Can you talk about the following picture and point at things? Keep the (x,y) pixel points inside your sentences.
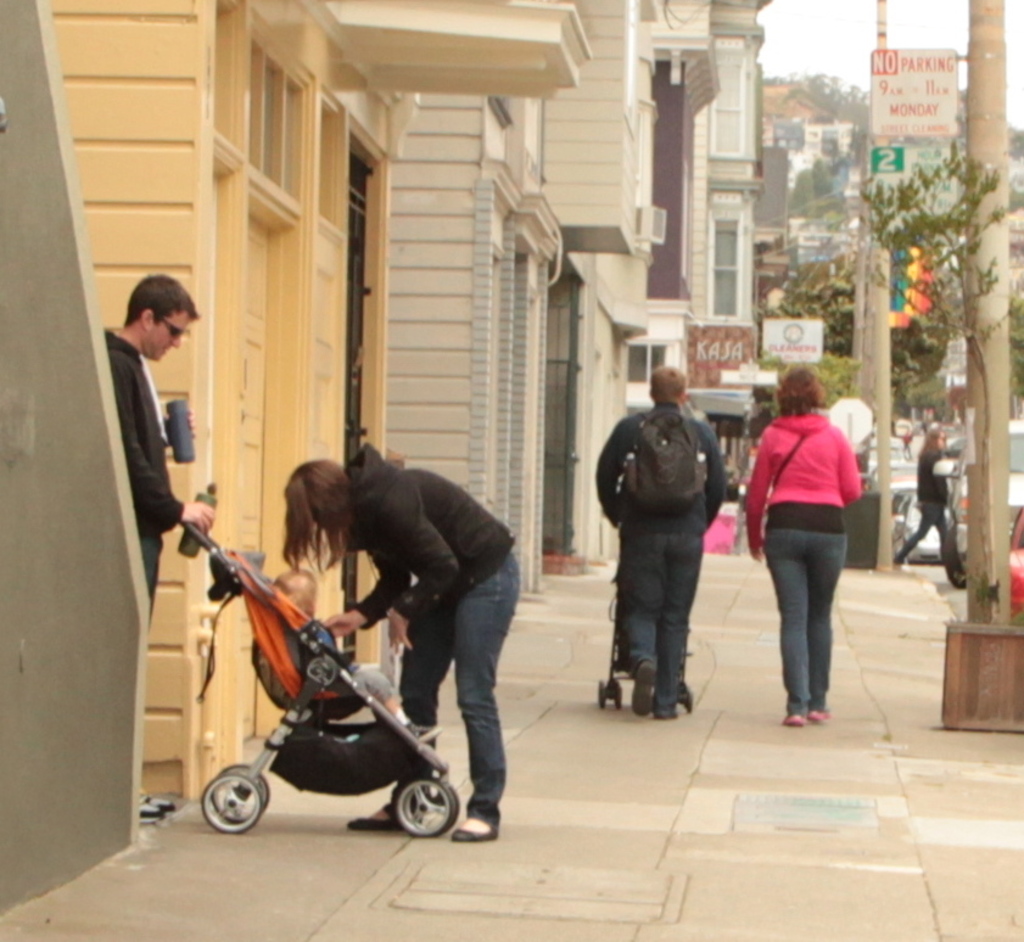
In this image there is a person (137,424) holding two bottles (176,427) visible in front of the wall (50,311), there is a person (354,485) visible in front of the building (274,537) and there is a baby (370,679) sitting on baby chair (243,570), one person (638,424) wearing a bag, baby chair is visible, on the right side (941,438) there are some vehicles (1023,470), persons (922,464), poles (994,304), buildings (618,200), boards (800,351) visible in the middle (680,346), at the top (915,12) there is the sky (852,21).
